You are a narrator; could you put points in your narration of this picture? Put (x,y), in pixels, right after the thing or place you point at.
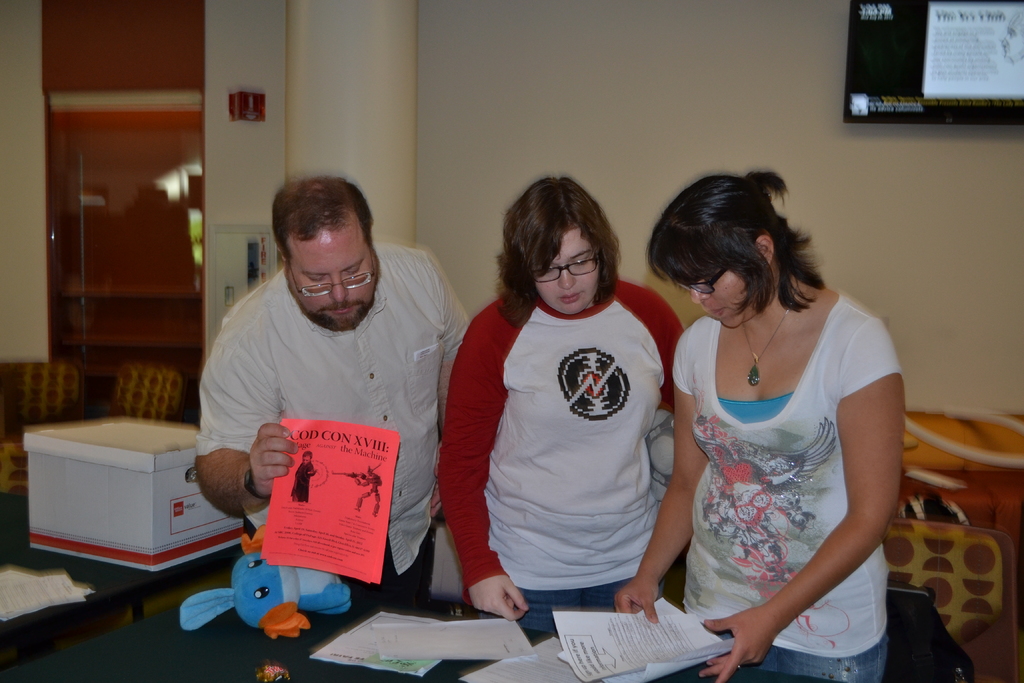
Here we can see a three people (811,279) who are looking at these papers (543,637) which are on this table (222,646). In the background (1004,5) we can see a television (1010,91) which is fixed to a wall (831,67) and chairs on the left side (14,440) and a glass door (88,231) as well.
